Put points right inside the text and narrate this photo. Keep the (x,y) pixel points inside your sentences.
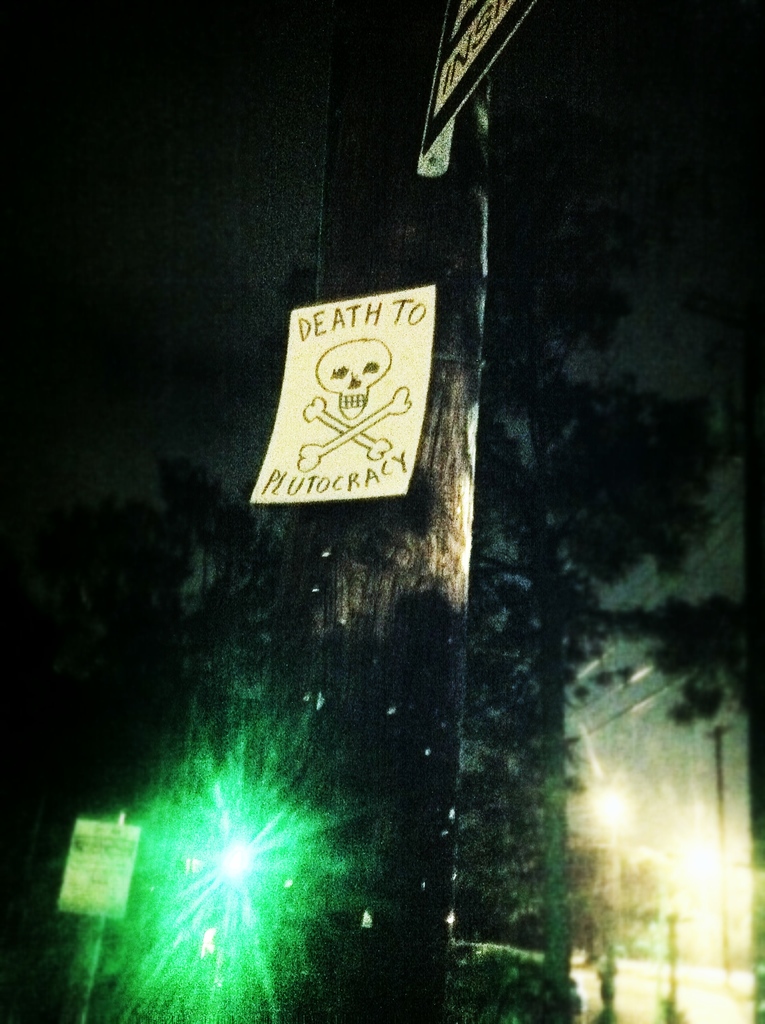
In this image I can see paper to the pole (429,583). In the back (141,921) I can see the green color light (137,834) and the board (114,884). I can also see the trees (585,483) and there is a black background (204,383).
